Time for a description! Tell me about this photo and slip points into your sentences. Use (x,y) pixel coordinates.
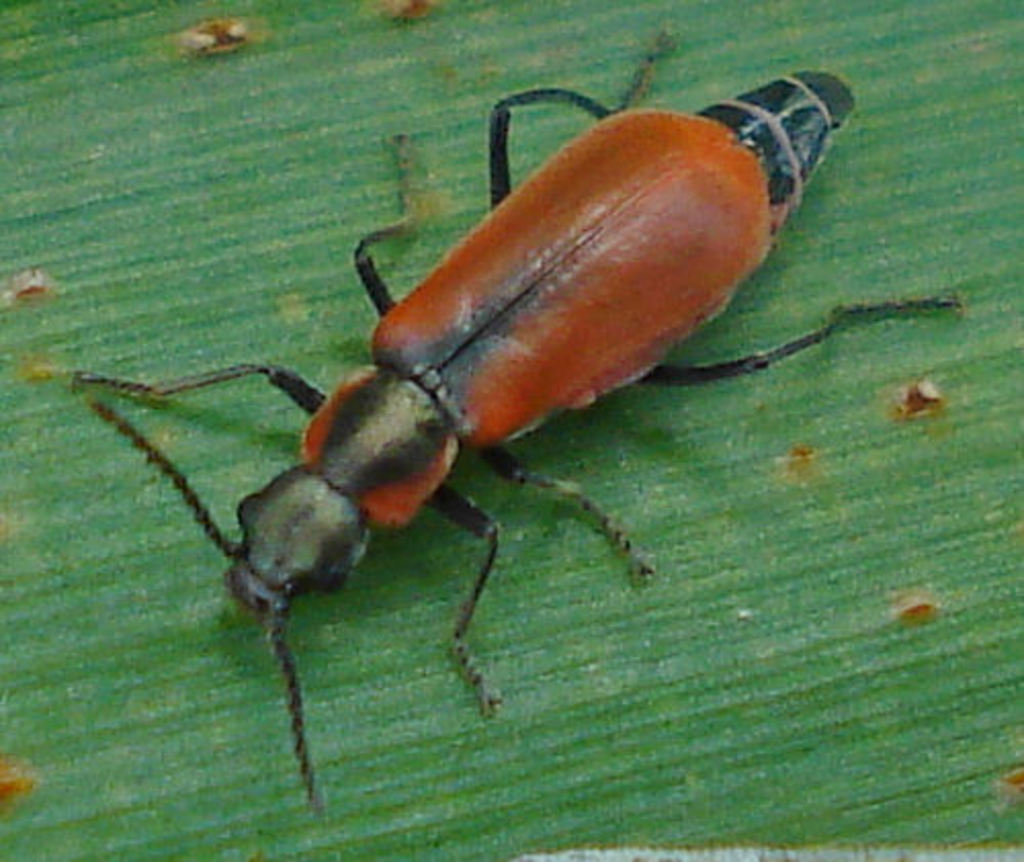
In this image we can see an insect (787,111) on a leaf (795,433).
